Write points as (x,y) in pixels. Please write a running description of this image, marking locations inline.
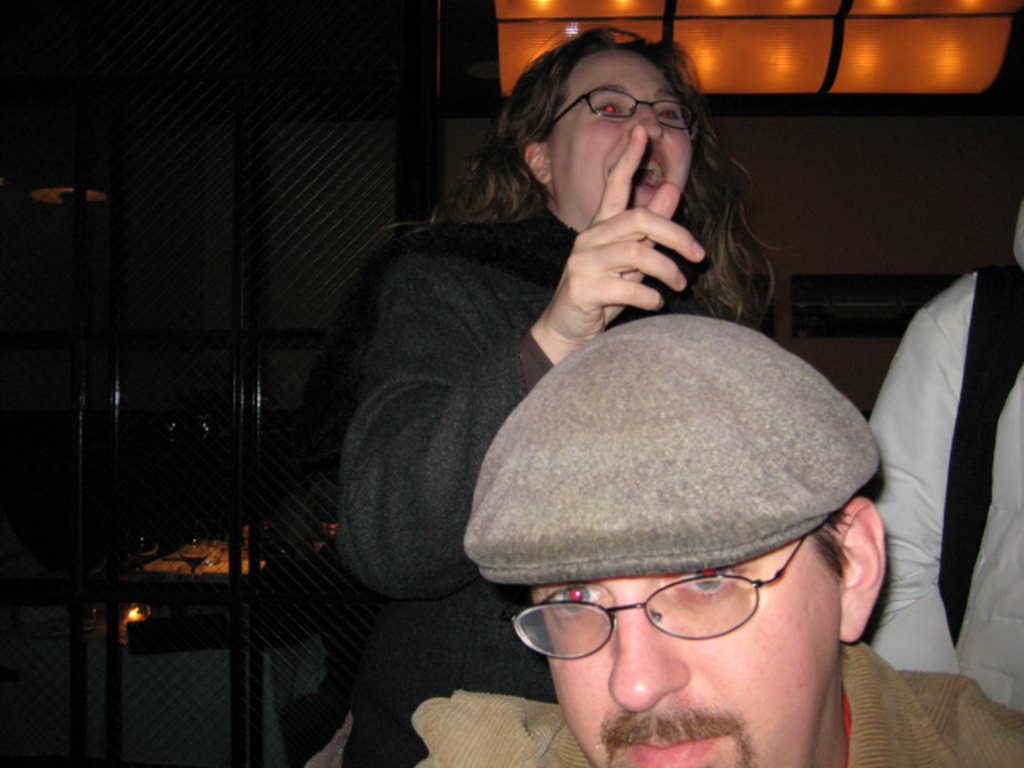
In the foreground of this picture (683,542) we can see a man (723,645) wearing hat (738,558) and spectacles (655,605). In the background (533,378) we can see the mesh (345,194), metal rods (49,584), two persons (630,222), lights (682,5) and some other objects (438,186).
